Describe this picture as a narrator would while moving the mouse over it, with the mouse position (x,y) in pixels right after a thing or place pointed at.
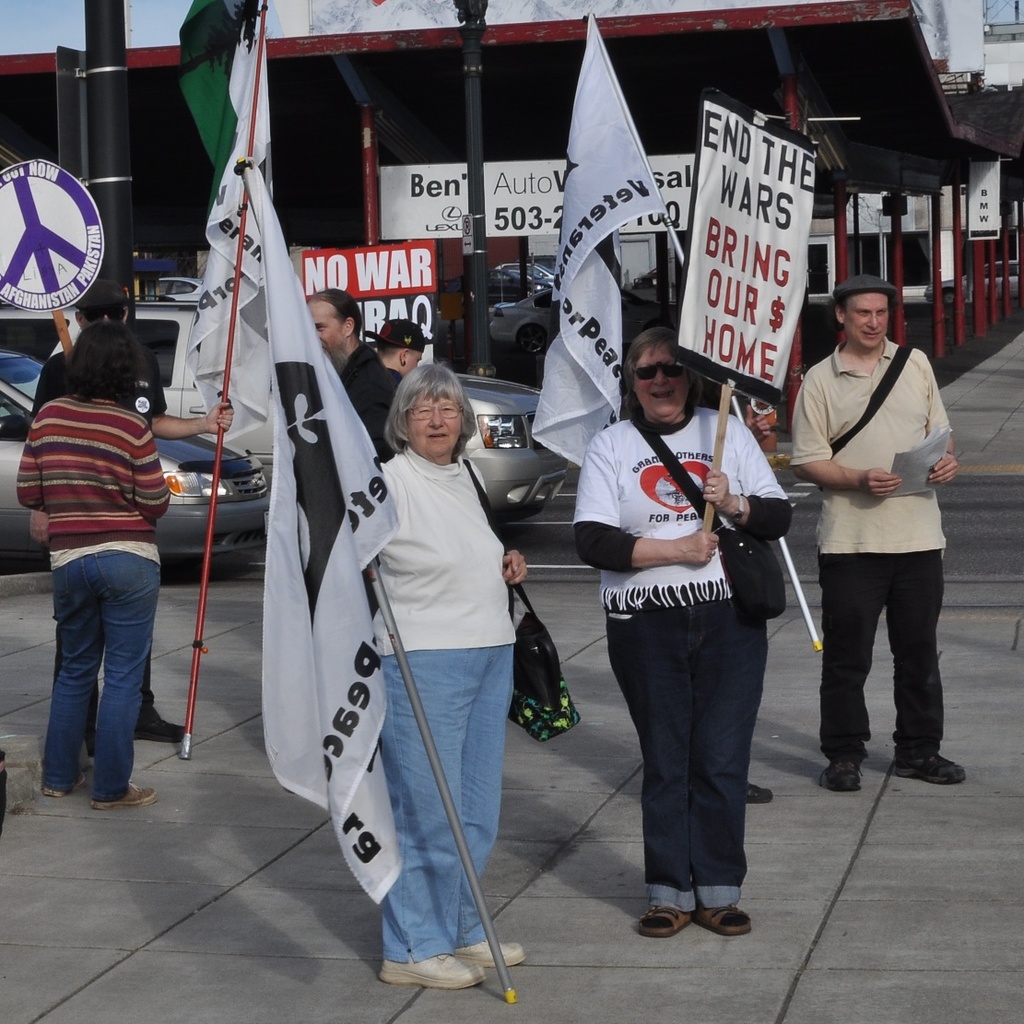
In this picture I can see few people (585,549) standing on the walkway (751,903) holding flags (345,489) and banner (748,389). I can see cars (203,515) on the left side (23,440). I can see parking lot (919,305) in the background (901,239).
